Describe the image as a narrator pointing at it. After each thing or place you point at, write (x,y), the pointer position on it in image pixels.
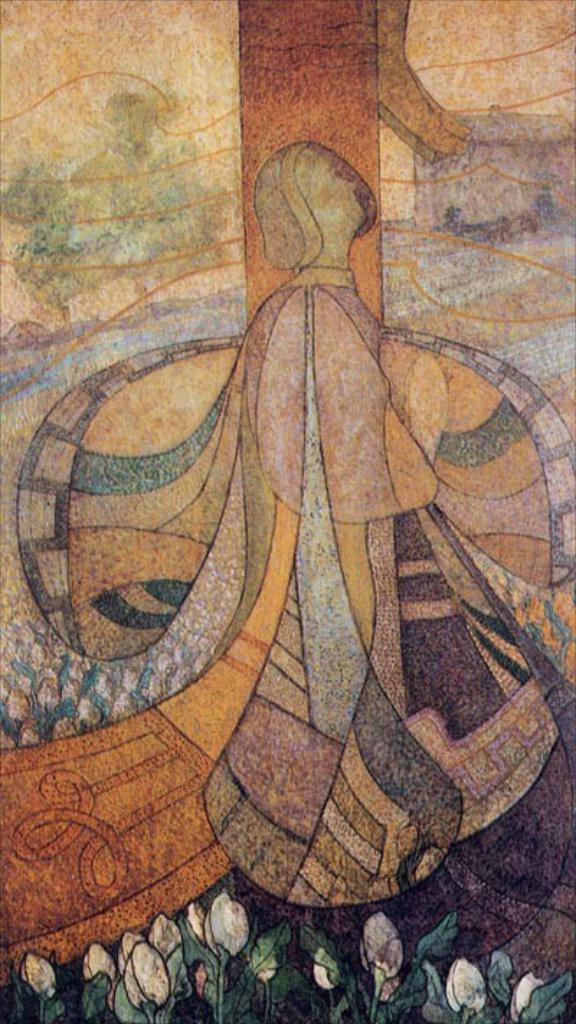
In this image there is an art (291,500).
